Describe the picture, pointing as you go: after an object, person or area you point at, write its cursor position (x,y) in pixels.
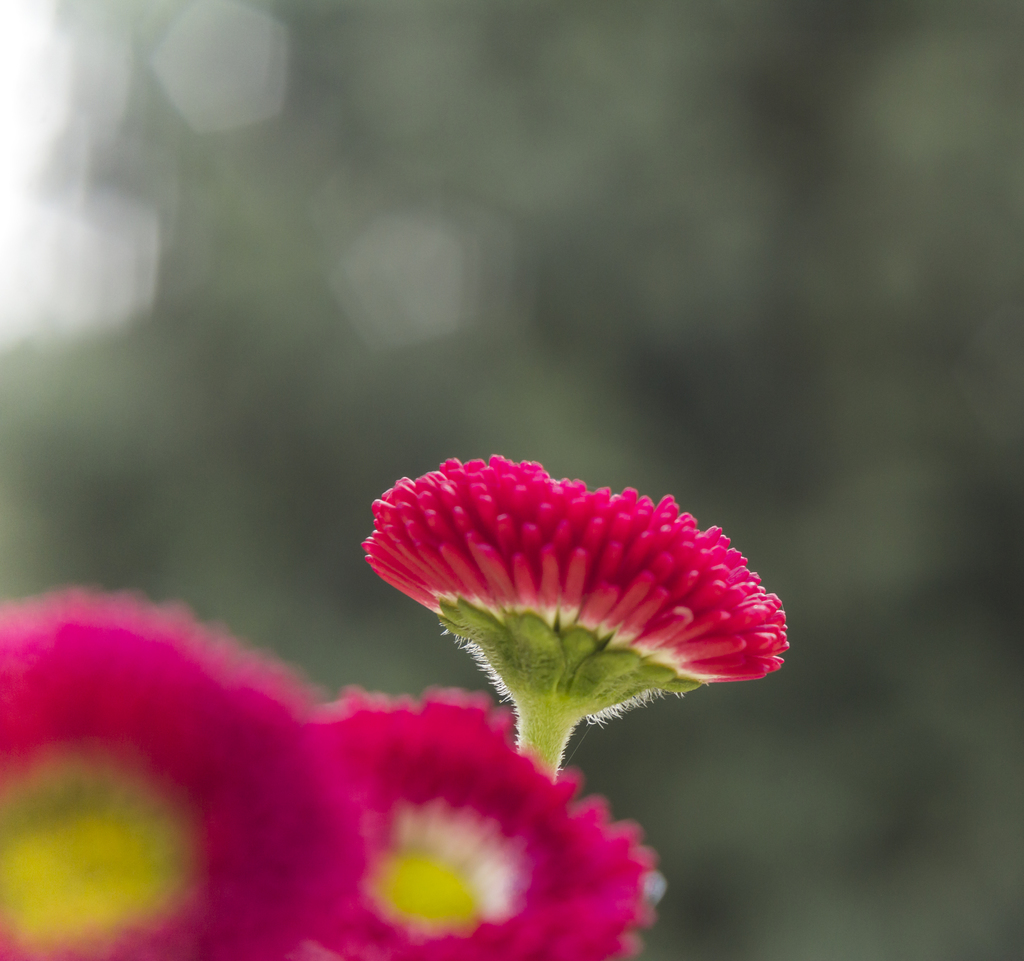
In this image we can see three pink color flowers (332,717).
